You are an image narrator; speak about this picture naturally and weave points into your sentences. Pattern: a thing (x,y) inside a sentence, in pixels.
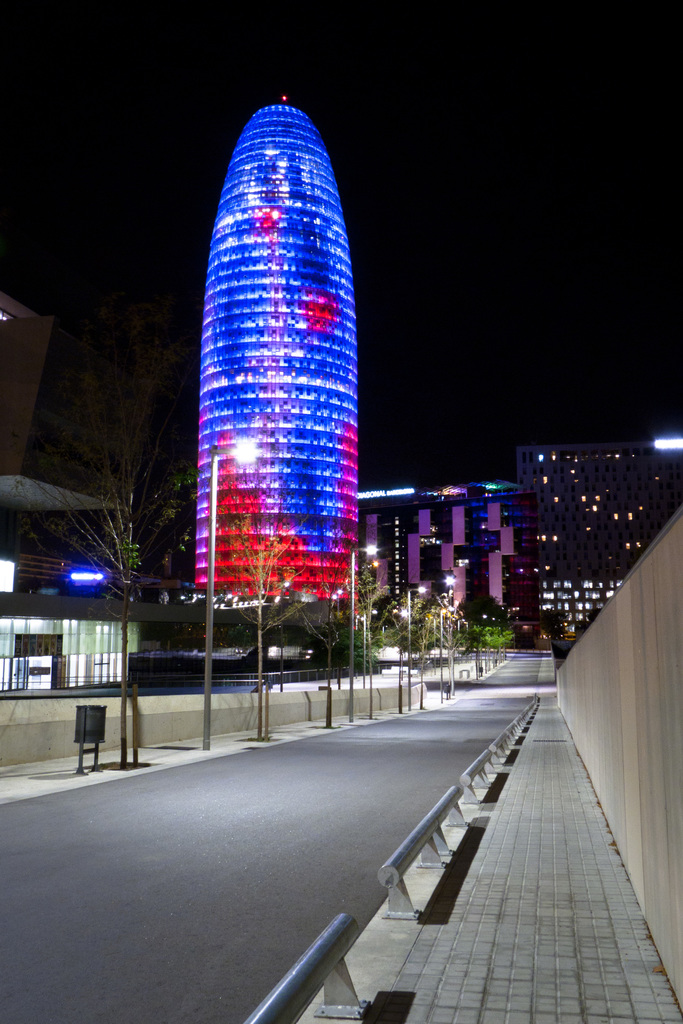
In this picture I can observe a building (314,386) which is in blue and red color. I can observe some poles (209,625) on the side of the road (310,796) in the middle of the picture (253,456). In the background (431,570) there are buildings (465,547) and sky (452,223) which is completely dark.
